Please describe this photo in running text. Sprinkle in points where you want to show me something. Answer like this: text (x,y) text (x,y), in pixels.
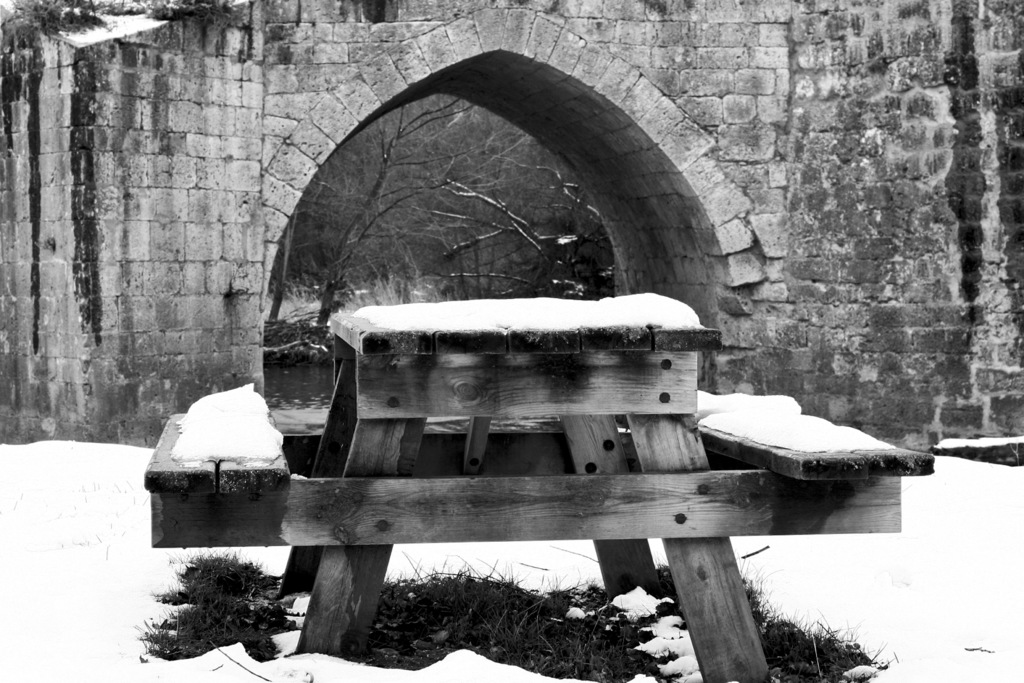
This is a black and white image where we can see bench (352,572) and snow (956,573), behind that there is a view of trees (566,218) and water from the arch (307,164).
